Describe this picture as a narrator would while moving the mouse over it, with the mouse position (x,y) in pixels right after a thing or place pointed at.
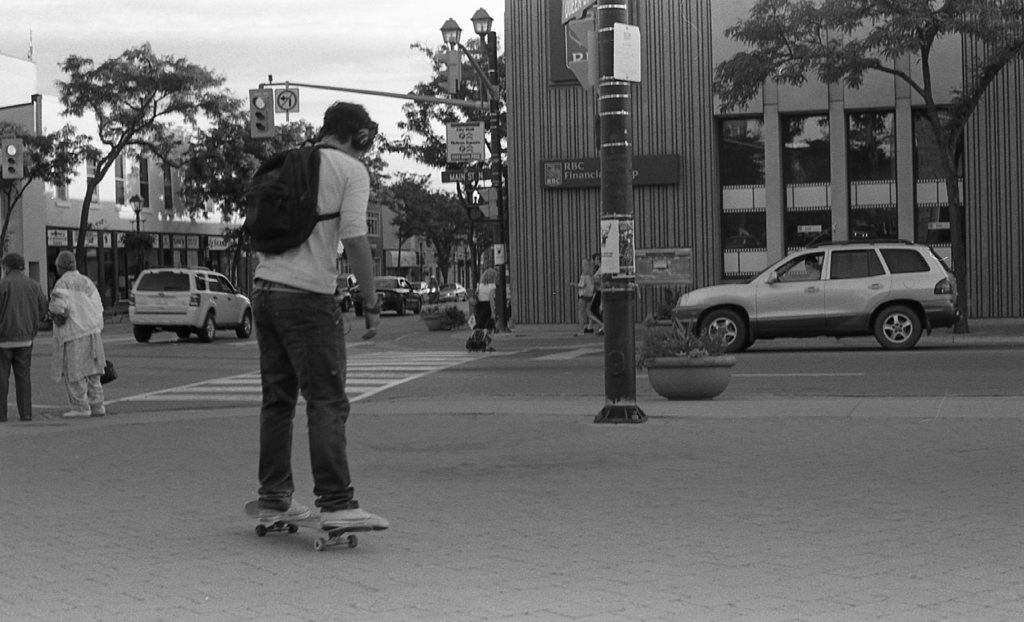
In the center of the image (352,253) there is a person (280,476) skating on the road (299,407). On the right side of the image (712,11) we can see a pole (617,359), car (782,293), persons (577,287), building (743,197), tree (928,75) and street lights (478,66). On the left side of the image (66,333) we can see persons (79,317), cars (172,297), buildings (214,227), traffic signal (254,111) and trees (140,132). In the background (136,24) there is a sky (271,16).
